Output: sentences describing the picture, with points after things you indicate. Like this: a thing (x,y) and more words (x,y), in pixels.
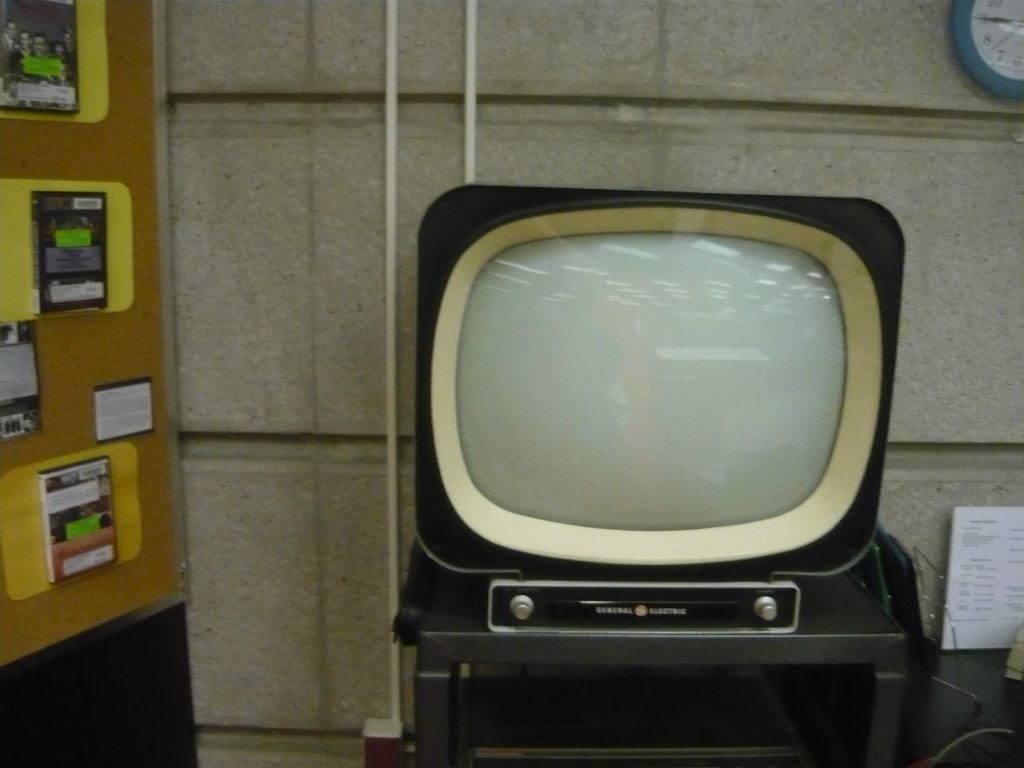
We can see television (498,470) on table (601,638) and we can see clock (959,53) and board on wall (965,155). Here we can see books (95,534) on surface (68,151).
